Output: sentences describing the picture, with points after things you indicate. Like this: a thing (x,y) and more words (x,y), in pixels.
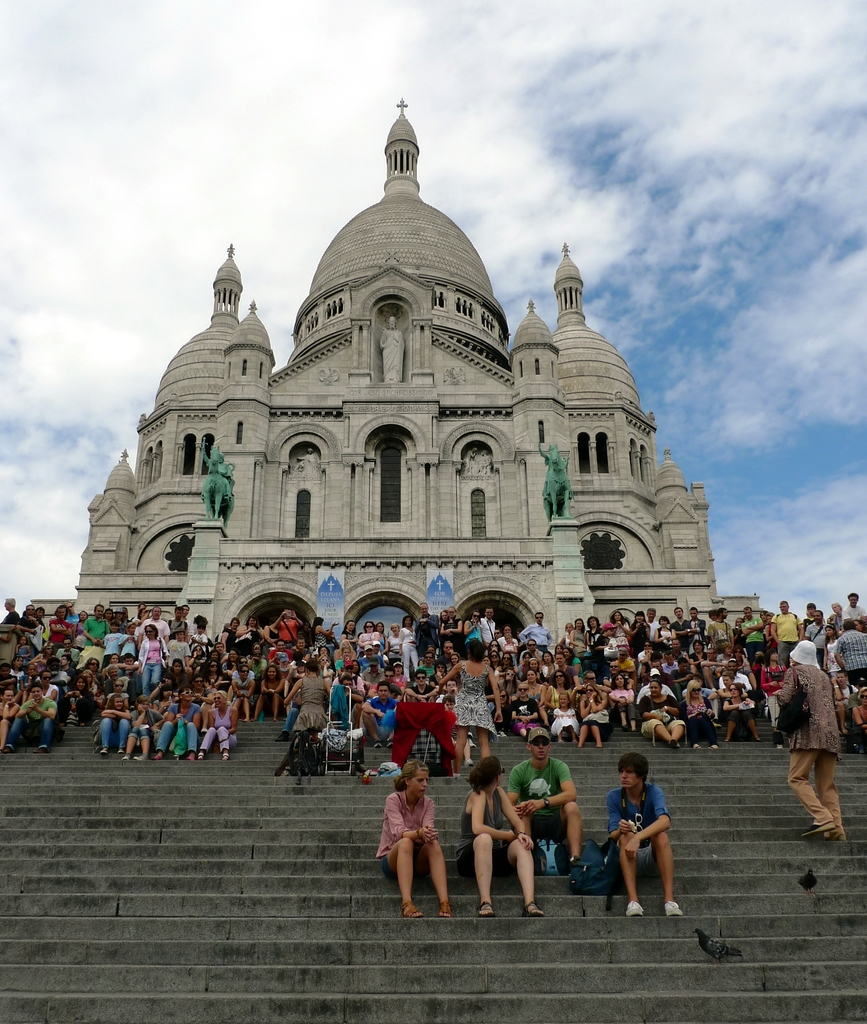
In this image there are many people (403,836) sitting on the stairs (254,732) in front of a church building (413,610), at the top of the image (323,172) there are clouds (221,188) in the sky (274,284).
